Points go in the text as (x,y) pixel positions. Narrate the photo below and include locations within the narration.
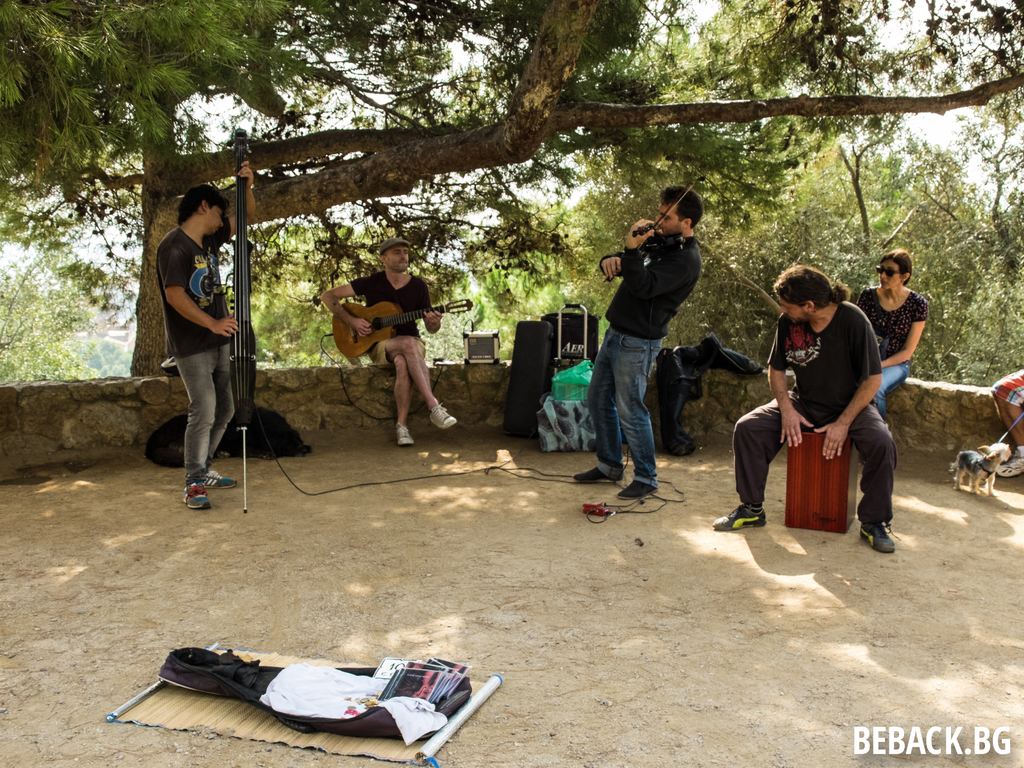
In the image there are five people (900,360) four man (853,364) and woman (917,331). Who is sitting on stone (896,398) and wearing her goggles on right side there is a little dog (973,455) In middle (364,322) there is a man (383,319) who is playing his guitar (387,319) and on the right side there is another man (683,232) who is playing his violin (659,240). On land (294,478) we can see mat (195,723) on mat (237,719) there are some clothes (366,688) and books (414,685) in background (628,96) there are trees (828,124) and sky (354,115) on top (367,113).
